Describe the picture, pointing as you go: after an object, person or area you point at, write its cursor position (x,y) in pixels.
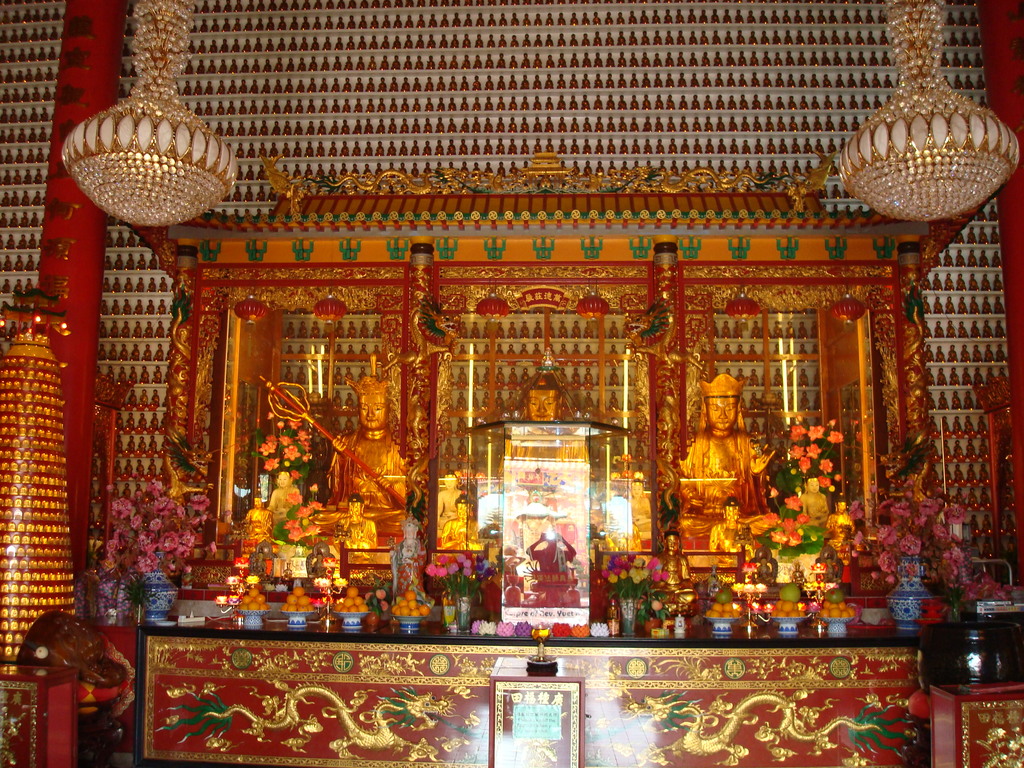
In this image on a dais (563,640) there are statues (671,555), flower pots (633,565), food (299,611) on plates (830,618), candles (580,636) are there. On the top (911,139) there are chandeliers (98,155). The wall (269,105) is decorated.
